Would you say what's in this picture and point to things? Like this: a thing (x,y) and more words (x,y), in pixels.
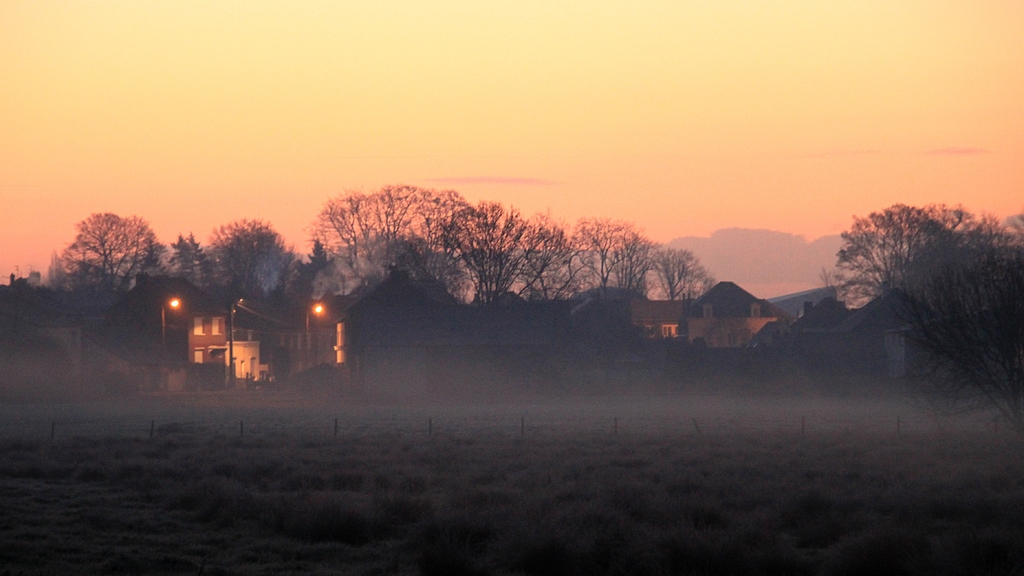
Here, there are some dark color plants (505,517), there are some homes (874,329), there are some trees (193,253), at the top (710,134) there is a sky (442,170).
